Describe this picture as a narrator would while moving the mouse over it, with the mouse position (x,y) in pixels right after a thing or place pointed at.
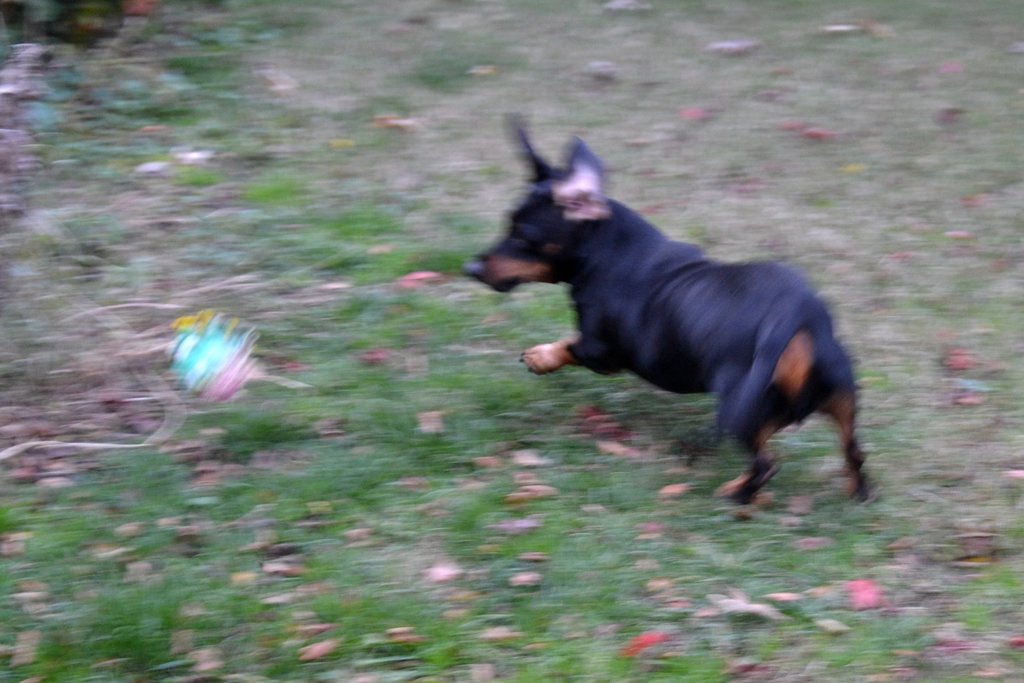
In the center of the image (612,293) we can see a dog (658,333) which is in black color. At the bottom (382,539) there is grass (418,531).
